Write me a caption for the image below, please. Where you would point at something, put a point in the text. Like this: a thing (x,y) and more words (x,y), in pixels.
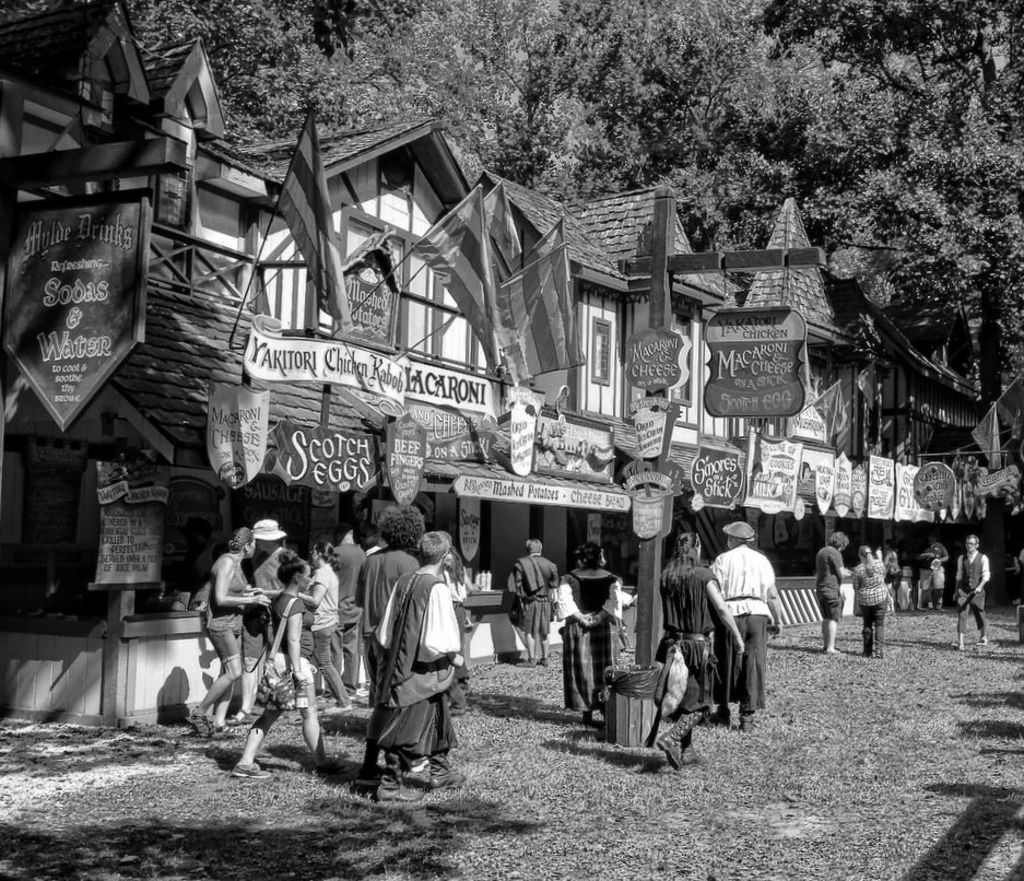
In this image there are trees (689,128) towards the top of the image (728,60), there are buildings (681,433), there are boards (424,367), there is text (293,372) on the boards (665,357), there is a pole (650,326), there is ground (458,810) towards the bottom of the image (444,802), there are objects (536,811) on the ground (607,823) that looks like dried leaves (607,823), there are a group of persons (825,604) walking, there are flags (428,266), there is wall (61,681) towards the left of the image (78,665).
